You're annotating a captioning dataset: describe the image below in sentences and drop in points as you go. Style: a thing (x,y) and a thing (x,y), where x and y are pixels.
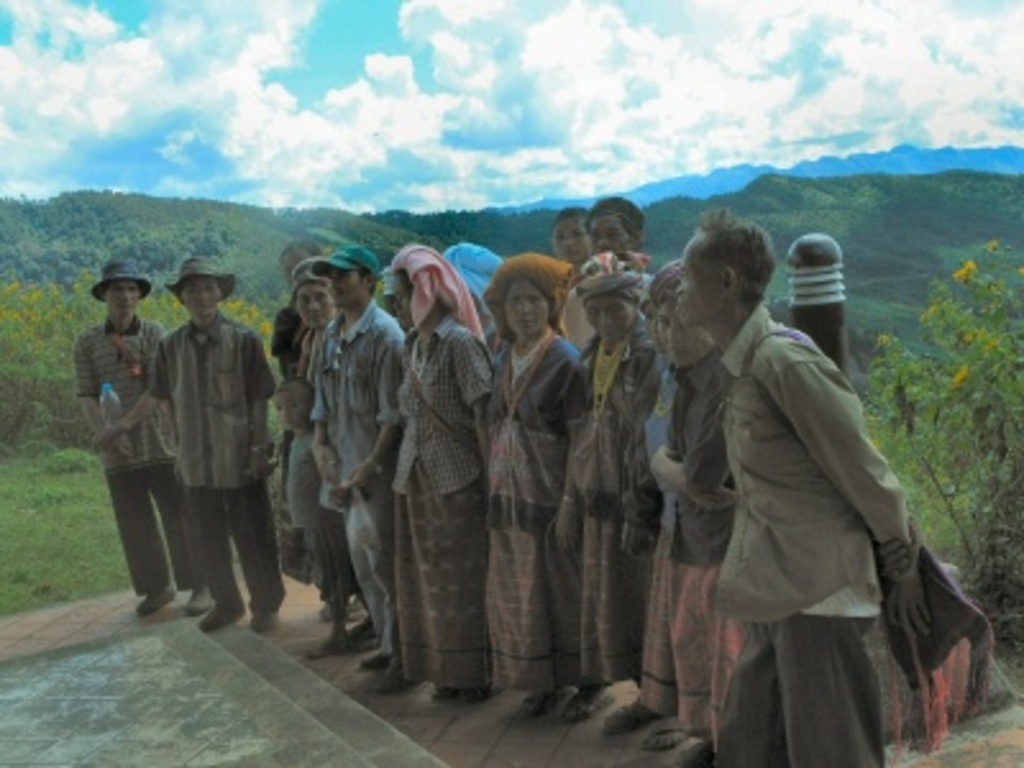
In this image there are people (318,486) standing on the ground (289,658). Behind them there is a rod (826,335). In the background (836,239) there are mountains (952,215), trees (38,332) and grass (39,530) on the ground (58,514). At the top (414,126) there is the sky (453,130).
